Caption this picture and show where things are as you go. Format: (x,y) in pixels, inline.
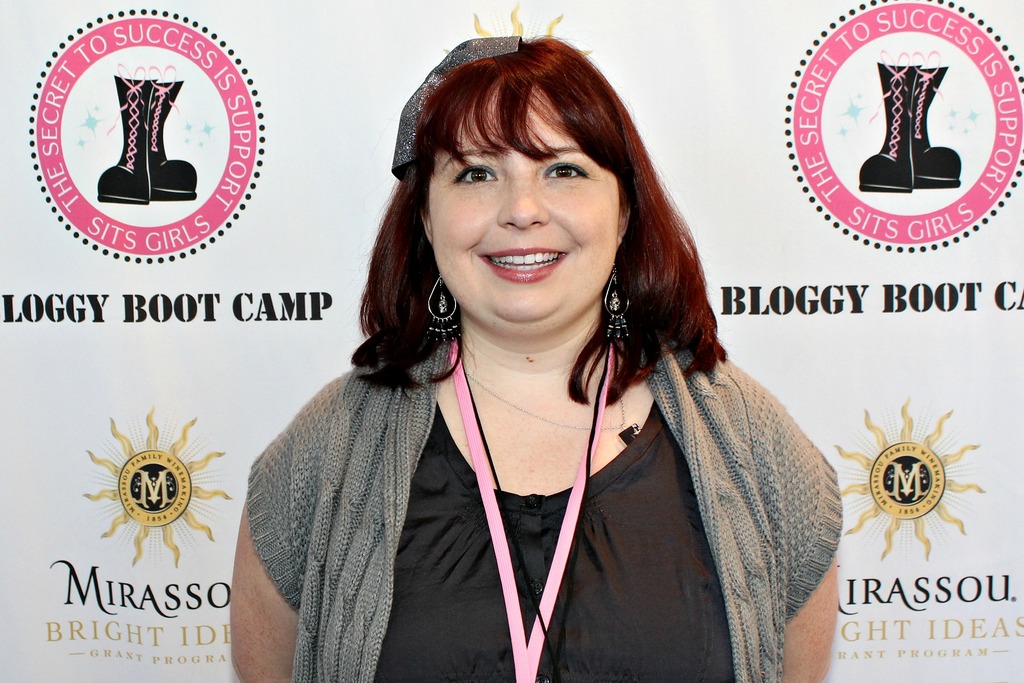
In this picture I can see a woman (270,597) standing and smiling, and in the background (919,61) there is a board (877,302).
